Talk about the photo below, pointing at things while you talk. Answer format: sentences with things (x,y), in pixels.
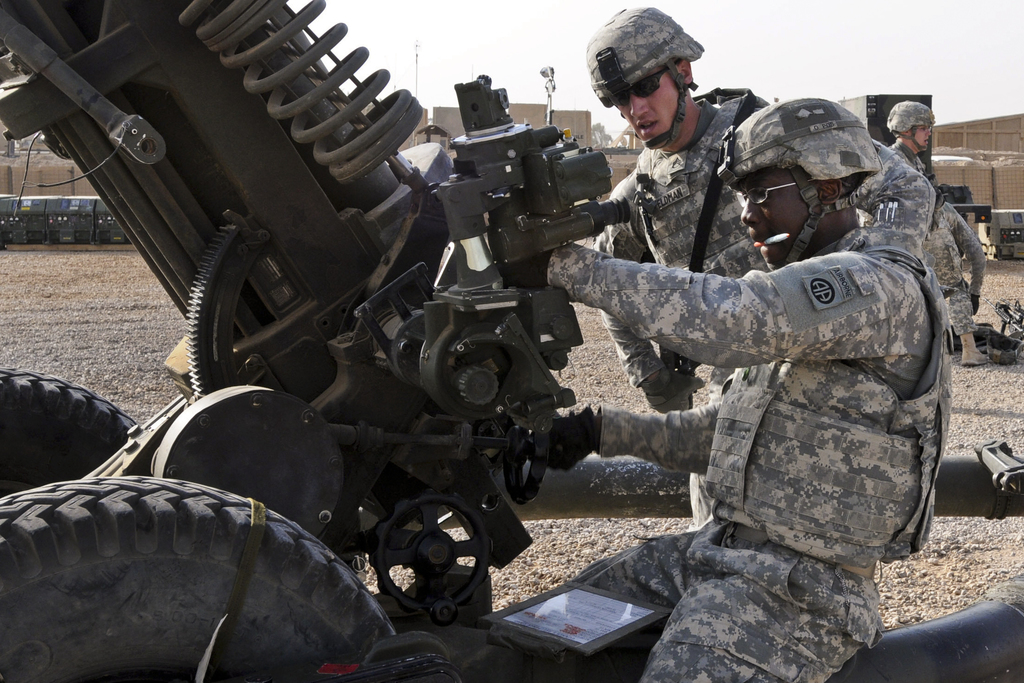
In this image in the front (795,406) there is a person (803,473) sitting on a machine (480,153). In the background (904,146) there are persons (904,146) and there are containers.
